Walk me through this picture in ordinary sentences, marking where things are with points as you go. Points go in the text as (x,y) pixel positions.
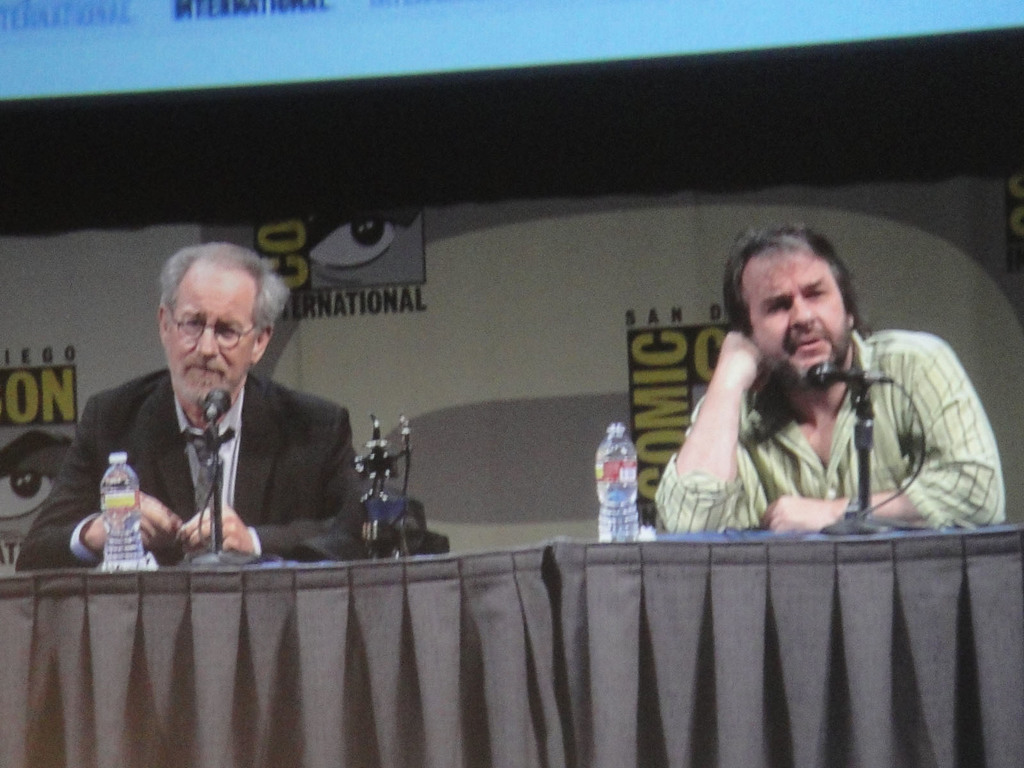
As we can see in the image there is a wall (578,377), two people (204,284) sitting on chairs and a table (671,627). On table (284,560) there are mics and bottles (617,497).
